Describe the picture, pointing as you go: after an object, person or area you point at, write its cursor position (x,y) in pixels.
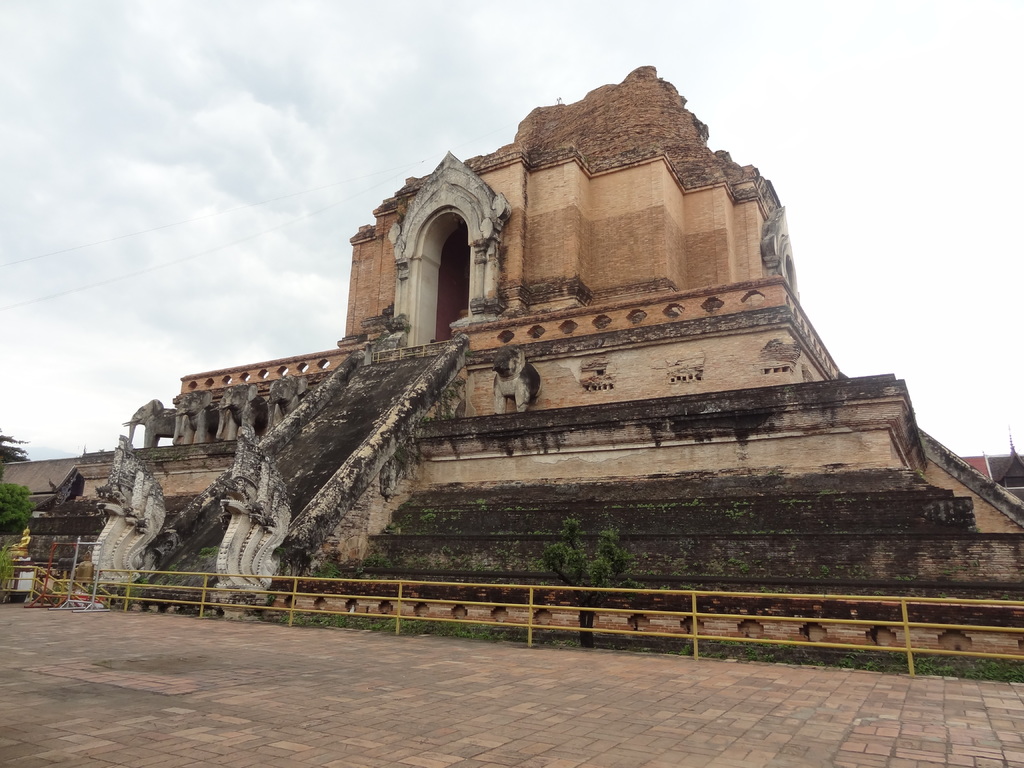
In this picture we can see a monument (546,386), in front of the monument (305,600) we can find few metal rods (687,634) and trees (22,491), and also we can see clouds (246,192).
